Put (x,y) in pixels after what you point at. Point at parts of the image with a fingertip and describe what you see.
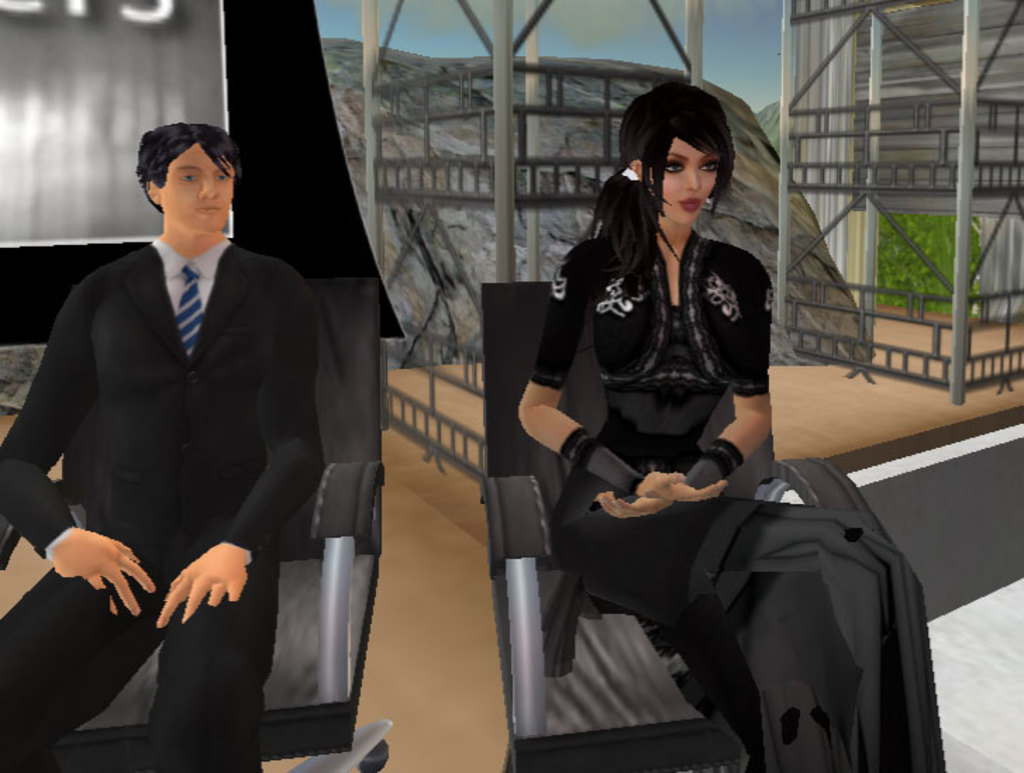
It is an animated picture. In this image, we can see a man (208,500) and woman (711,555) is sitting on the chair (520,683). At the bottom (472,688), there is a floor (430,662). Background (153,103) we can see a banner (123,119), rods (367,139), rocks (354,144), few plants (928,245).
